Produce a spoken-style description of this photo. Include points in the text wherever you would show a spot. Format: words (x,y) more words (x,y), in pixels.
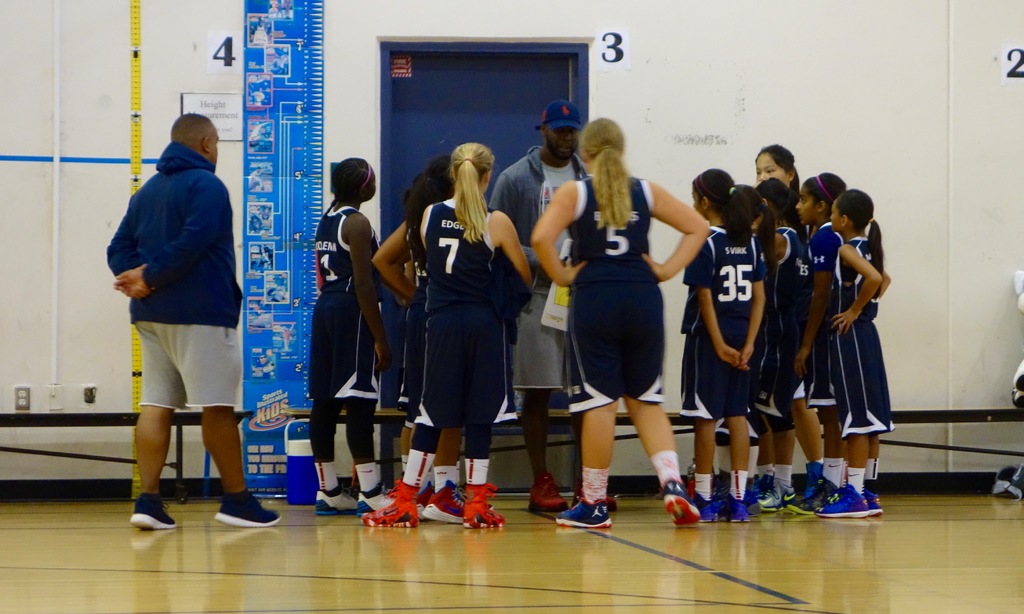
In this picture we can see a group of people (479,262) wore shoes (328,502) and standing on the ground (104,513) and a man (548,124) wore a cap (571,107) and in the background (513,478) we can see stickers (212,35) on the wall (604,78), door (442,102), name board (239,140), box (301,468) and some objects (289,472).
